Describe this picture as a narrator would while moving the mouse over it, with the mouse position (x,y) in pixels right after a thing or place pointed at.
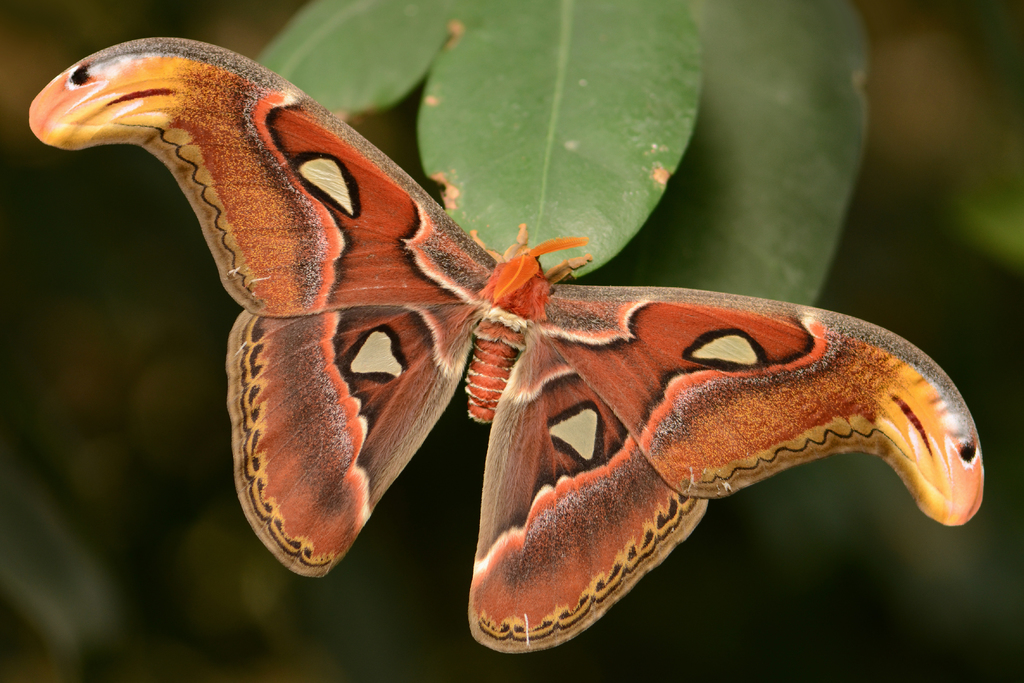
In this picture I can observe a butterfly (300,230). The butterfly (439,402) is in orange color. There are some leaves (512,94). The background (396,591) is completely blurred.
